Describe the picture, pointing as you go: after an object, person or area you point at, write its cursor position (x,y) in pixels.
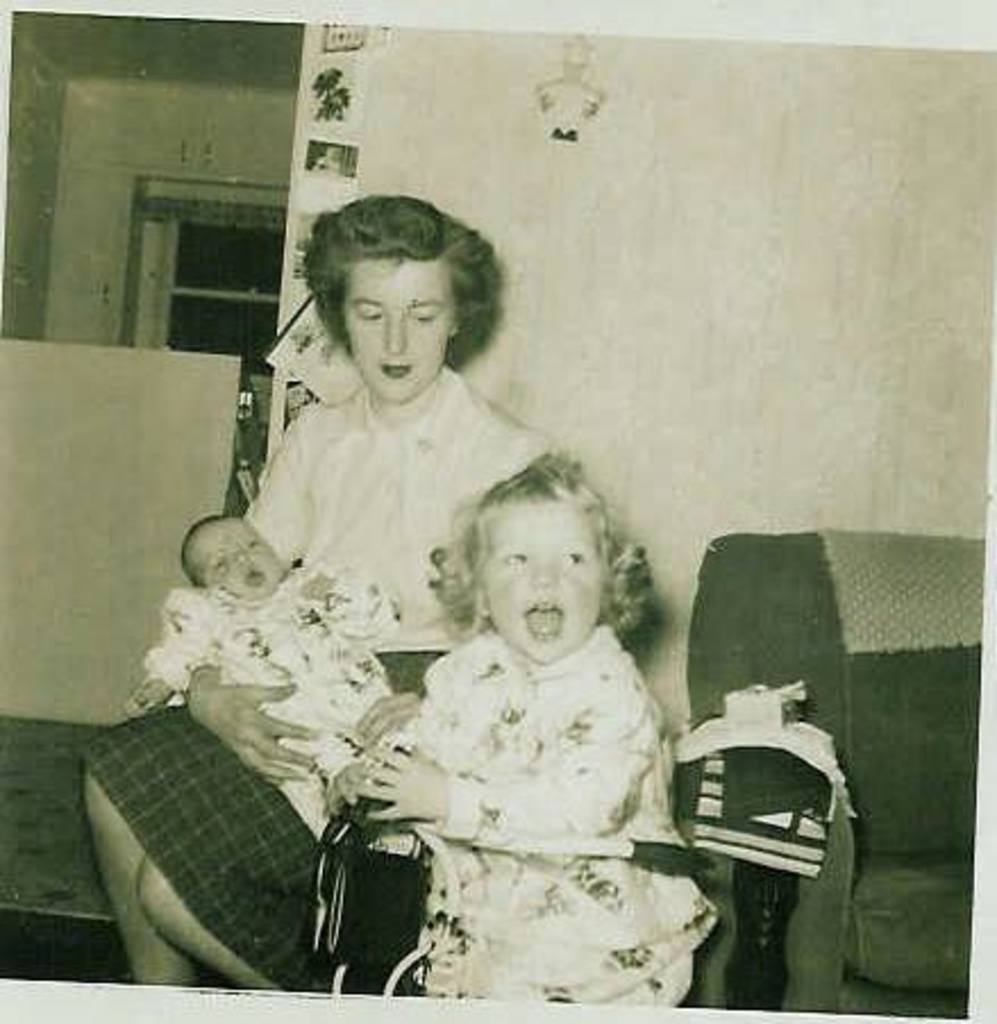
In this picture in the front (320,658) there is a woman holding a baby (319,706) in her arms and sitting and in front of the woman (424,645) there is a girl (532,804) standing. On the right side (907,782) there is an empty sofa (903,794). In the background (624,333) there is a wall (590,239) and on the wall (626,306) there are posters (332,107) and there is a window (228,273). On the left side (89,462) there is an object (94,446) which is white in colour. In the front (748,781) on the sofa (916,830) there are objects (788,779) which are black and white in colour.
